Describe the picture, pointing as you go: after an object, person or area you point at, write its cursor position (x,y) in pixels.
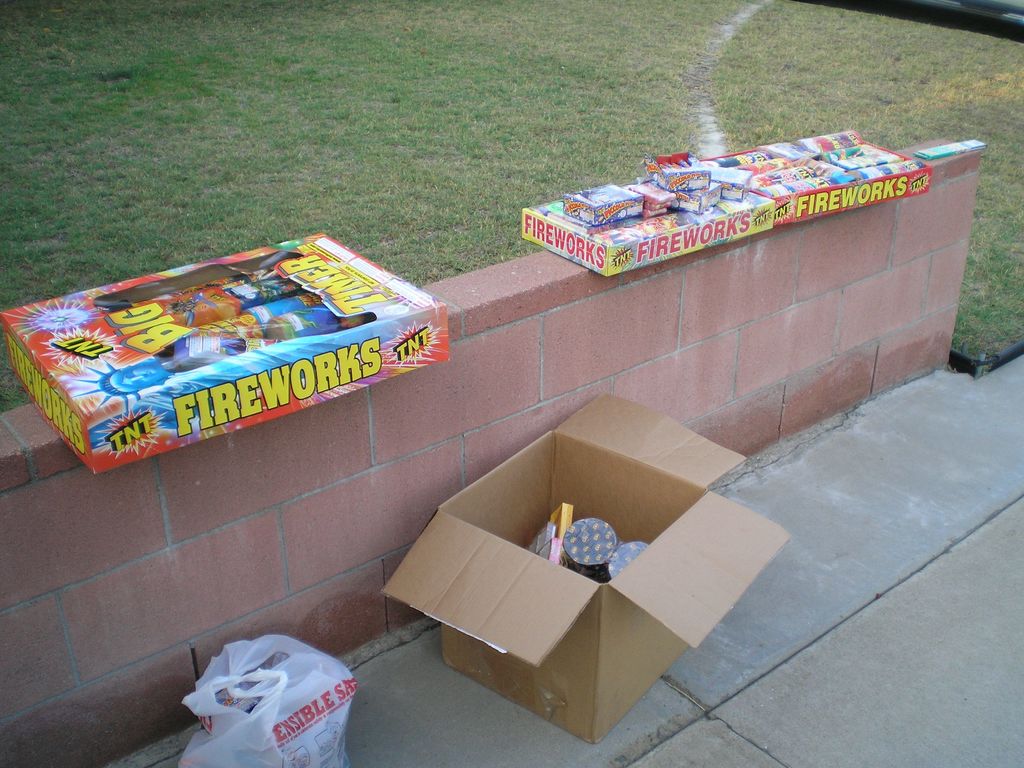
This image is clicked outside. There is grass (468,81) at the top (460,132). There are boxes (574,495) in the middle (568,468). There is a cover (324,724) at the bottom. There are fireworks (279,315) in the boxes (572,461).
